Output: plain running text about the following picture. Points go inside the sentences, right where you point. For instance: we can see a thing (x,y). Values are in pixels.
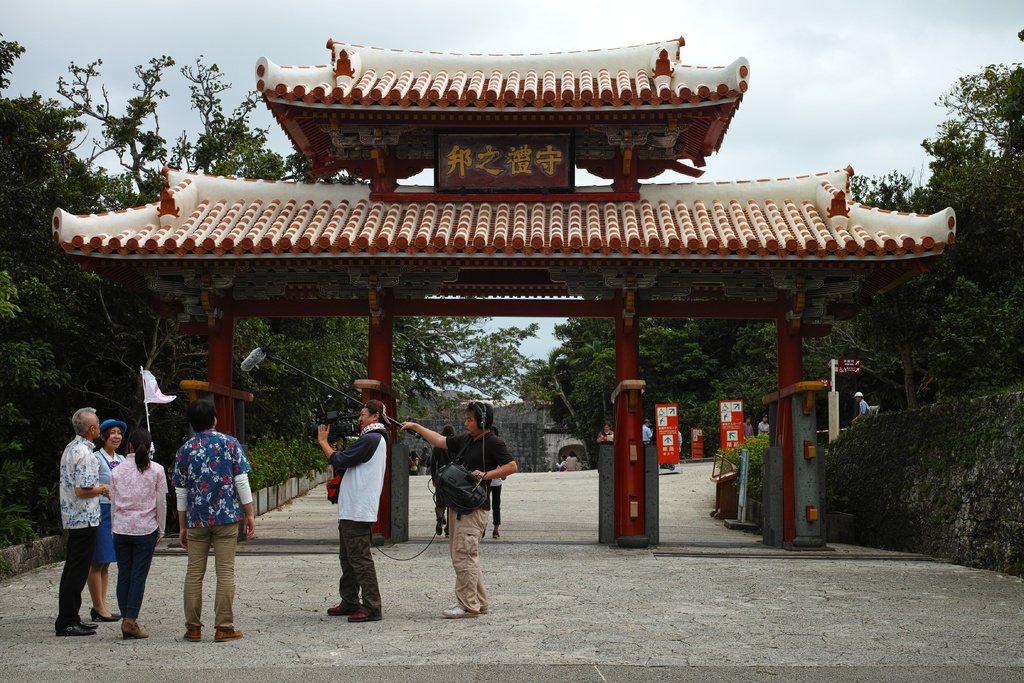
In this image we can see few persons (354,473) and among them few people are holding objects (466,491). Behind the persons (155,499) we can see an arch (546,204) with text (493,171). On the right side (951,448), we can see a wall (945,477) and a group of trees (892,376). On the left side (166,372), we can see a group of trees (96,400) and plants (258,464). In the background (662,406) there are trees (717,406), banners (675,436) and a wall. At the top (876,28) we can see the sky (768,22).
